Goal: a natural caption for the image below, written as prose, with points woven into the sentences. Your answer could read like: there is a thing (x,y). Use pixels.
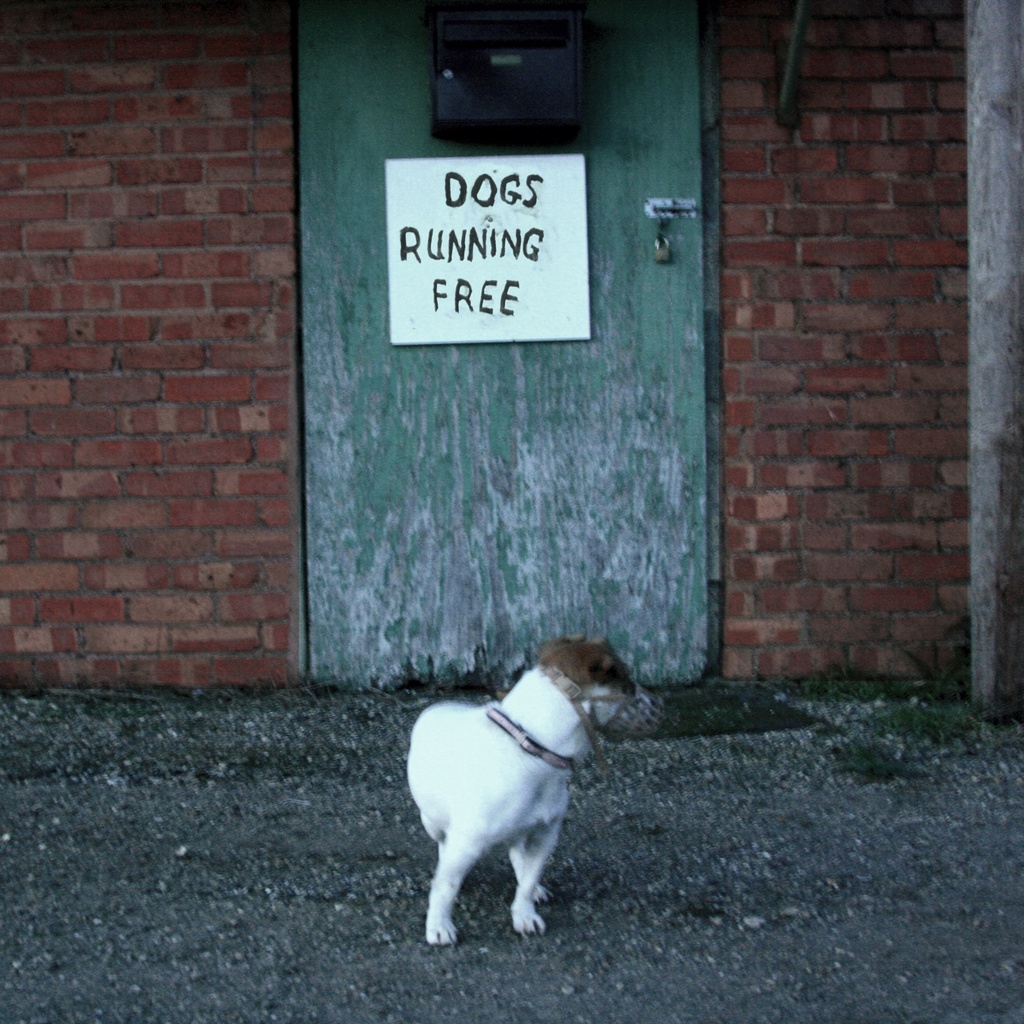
This is the picture of a building (536,463). In this image there is a white dog (496,740) standing in the foreground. At the back (499,129) there is a board (494,225) and box (569,9) on the door (656,116). There is a text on the board (478,285). On the right side of the image (1020,385) there is a pole (1020,385). At the bottom (650,874) there is grass (926,696) and mud (716,983).
